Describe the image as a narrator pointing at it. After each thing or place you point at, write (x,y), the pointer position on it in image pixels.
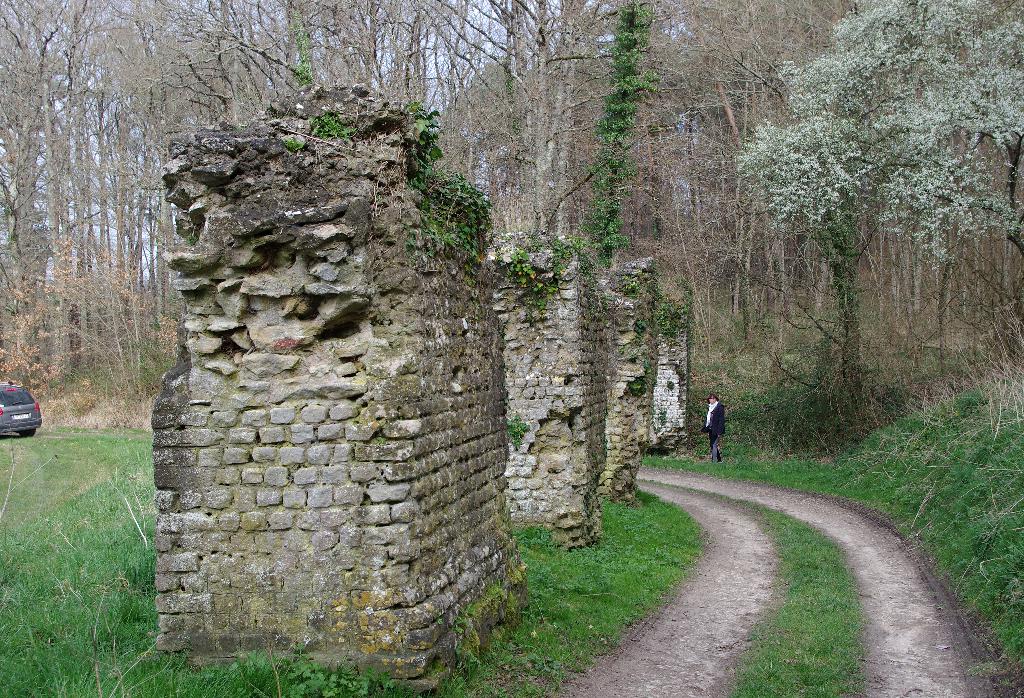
This is an outside view. Here I can see four walls (621,431). On the right side (720,564) there is a path (735,546) and one person (711,418) is standing. On both sides of the path (758,614), I can see the grass (584,582) on the ground (584,614). On the left side (19,417) there is a car (11,405). In the background (673,140) there are many trees (643,110).
